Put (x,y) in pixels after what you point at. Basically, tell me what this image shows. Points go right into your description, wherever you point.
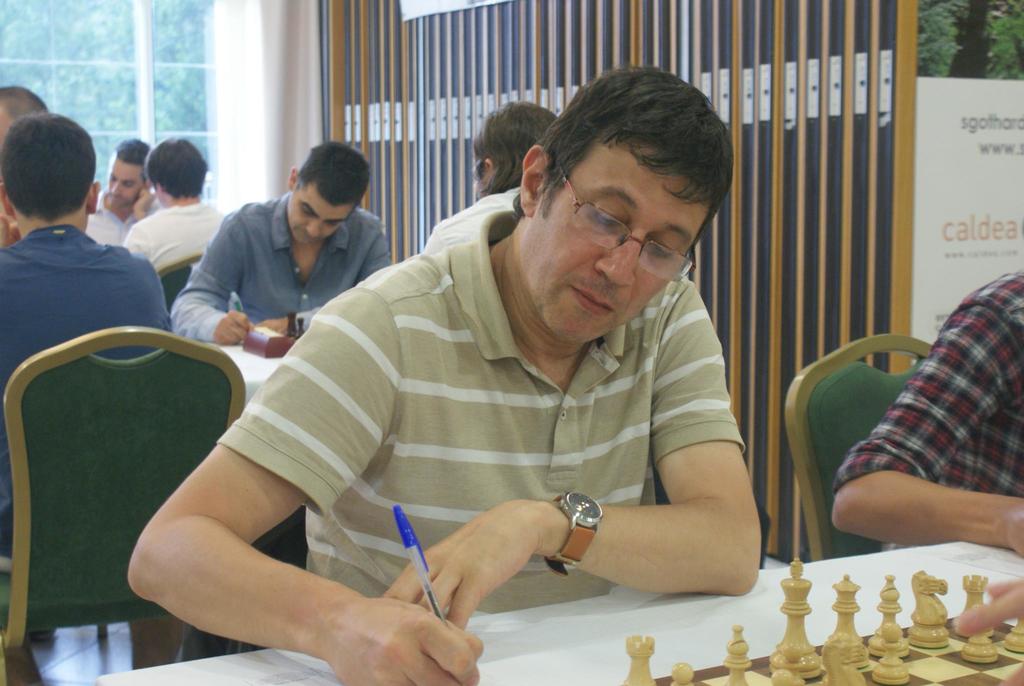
In the image we can see few persons (507,311) were sitting on the chair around the table (880,569). On table (830,595) there is a chess board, paper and pen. In the background (757,74) we can see wall (486,63), banner (990,156), window (121,71) and trees (121,54).
